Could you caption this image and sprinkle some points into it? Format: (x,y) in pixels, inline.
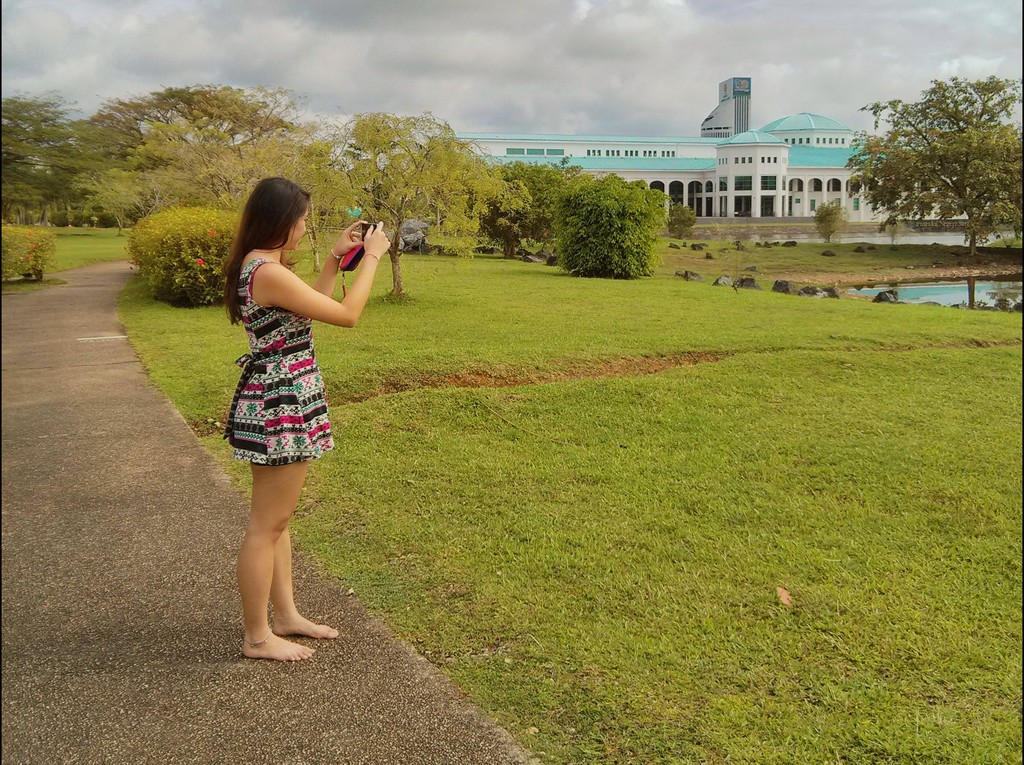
In this image there is a person (335,303) standing and holding a camera (351,269), and at the background (404,248) there is grass (751,243), plants (146,269), rocks (404,248), water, building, trees (837,219), sky (525,73).
